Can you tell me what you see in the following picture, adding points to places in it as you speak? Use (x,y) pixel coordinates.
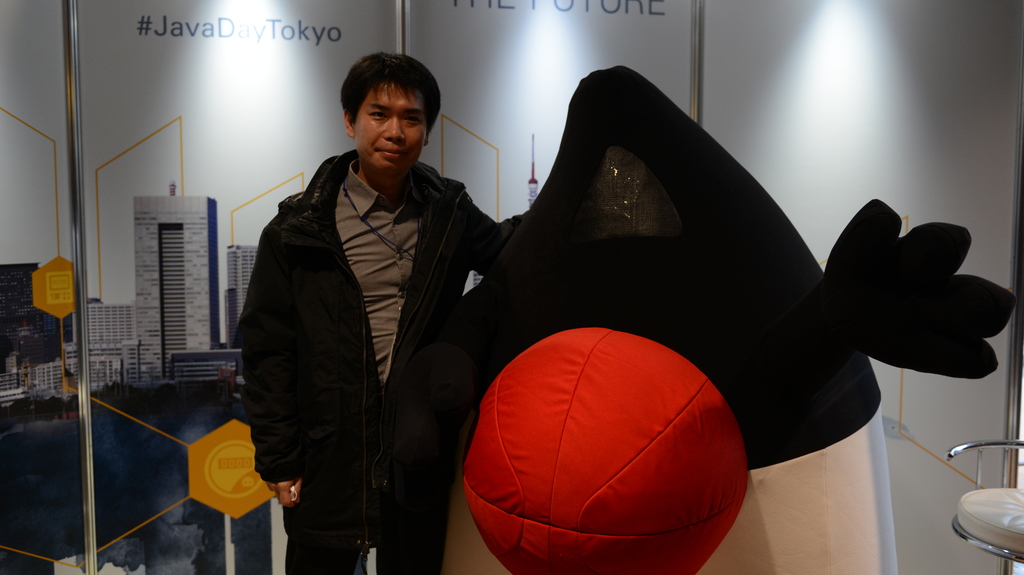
In this picture we can see a man (436,247), he is standing, beside to him we can find hoardings (333,61) and a chair (1003,500).
